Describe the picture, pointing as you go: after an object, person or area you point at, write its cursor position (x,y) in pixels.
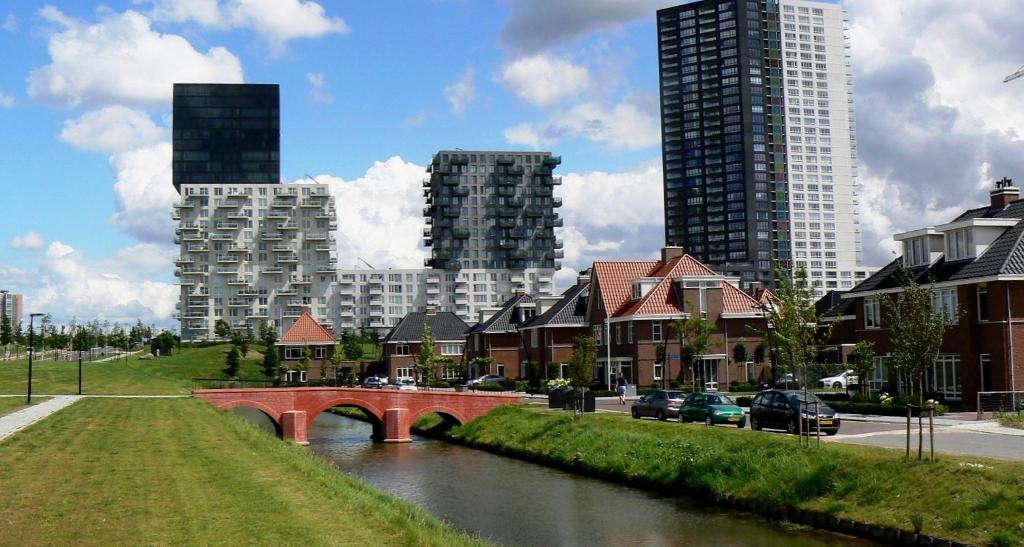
In this image we can see buildings (362,276), skyscrapers (452,188), street poles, street lights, motor vehicles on the road (894,428), plants (427,334), bridge (217,405) over the canal (470,481) and sky (115,321) with clouds (562,75) in the background (627,223).
